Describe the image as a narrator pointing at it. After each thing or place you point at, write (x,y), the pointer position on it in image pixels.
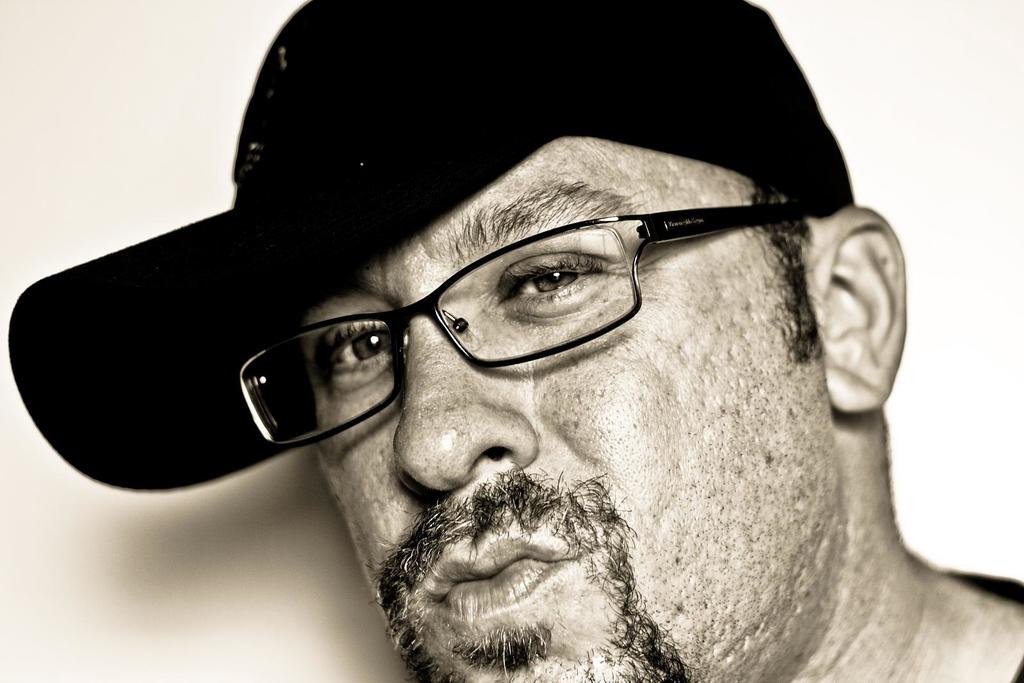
In this image, we can see a person (816,356) wearing spectacles (495,296) and cap (385,164).
